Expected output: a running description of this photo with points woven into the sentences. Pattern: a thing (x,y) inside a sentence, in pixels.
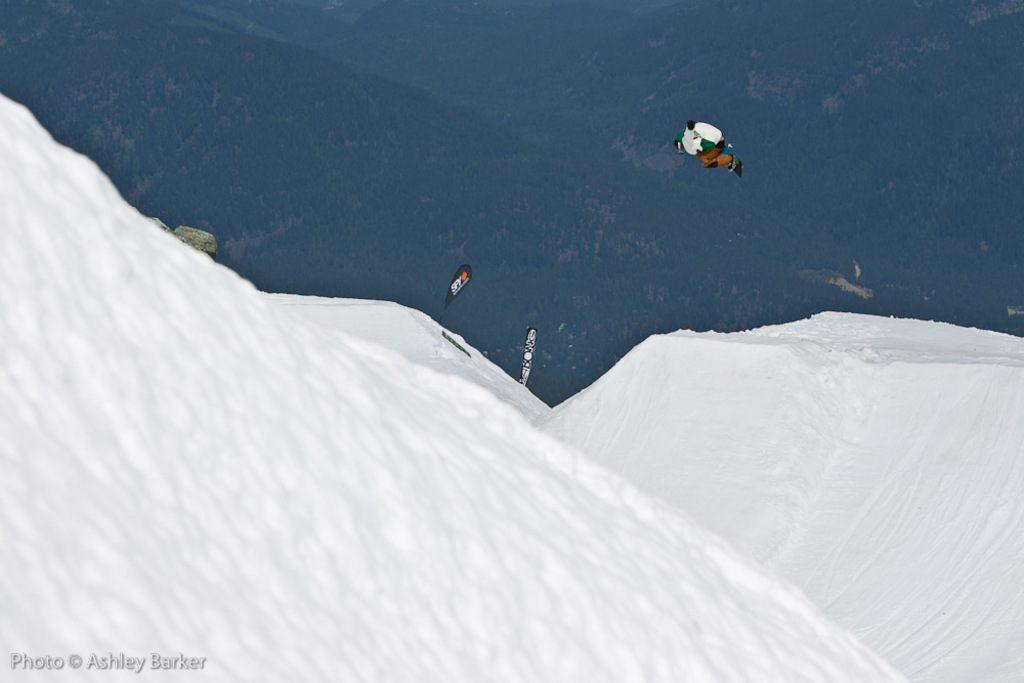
On the bottom left (177,661), there is a watermark (150,659). In the background (380,283), there are snow mountains (256,291), there is a person (697,136) in the air (481,282), there are two flags (529,362) and there are trees (707,47) in the valley (857,156).
